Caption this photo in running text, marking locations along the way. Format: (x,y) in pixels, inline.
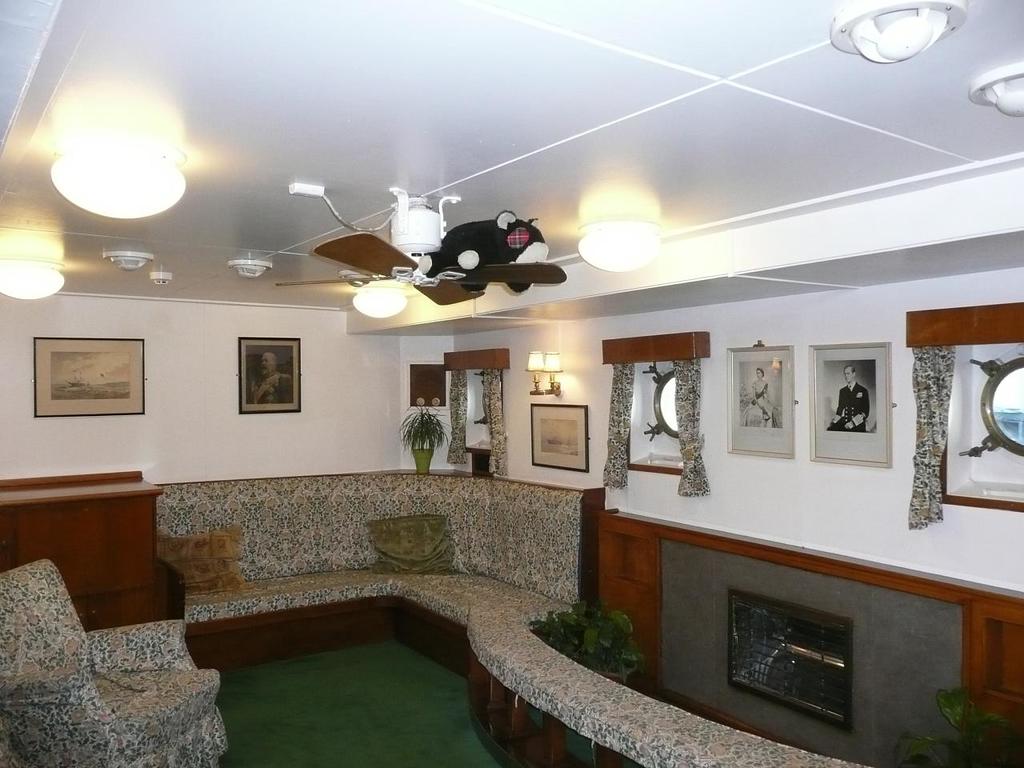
In this image it looks like a sofa (100,691) and there is a wooden object (100,598) on the left corner (122,529). There are potted plants (580,616) and frames (852,458) on the wall (849,333), there are curtains (618,370), there are lights (557,381) on the right corner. There is floor (427,713) at the bottom (413,735). There is a sofa (452,584) and there are pillows (414,545), potted plants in the foreground (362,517). And there are frames (245,409) on the wall (214,430) in the background (257,380). And there are lights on the roof (471,145) at the top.
